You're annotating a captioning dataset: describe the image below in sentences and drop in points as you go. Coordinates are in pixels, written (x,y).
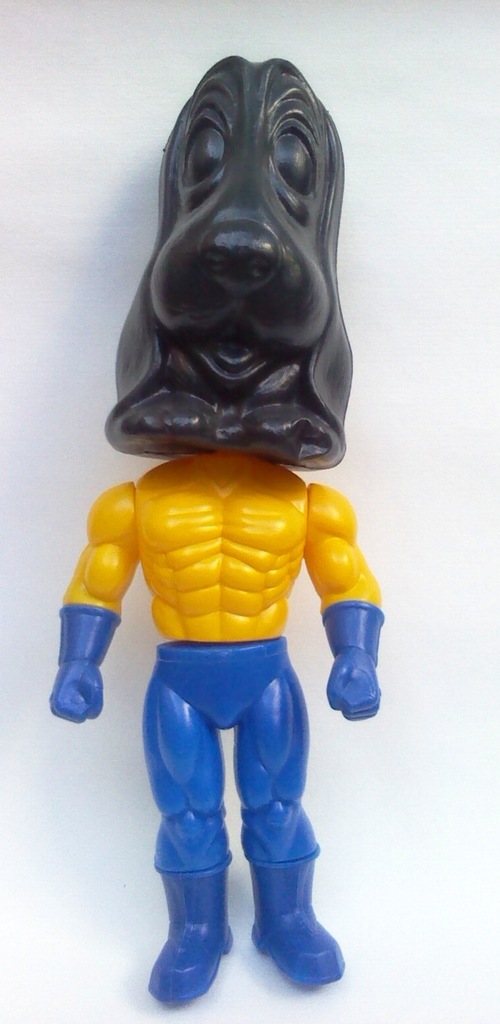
In this image we can see a toy figure (188,590) with a dog head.
